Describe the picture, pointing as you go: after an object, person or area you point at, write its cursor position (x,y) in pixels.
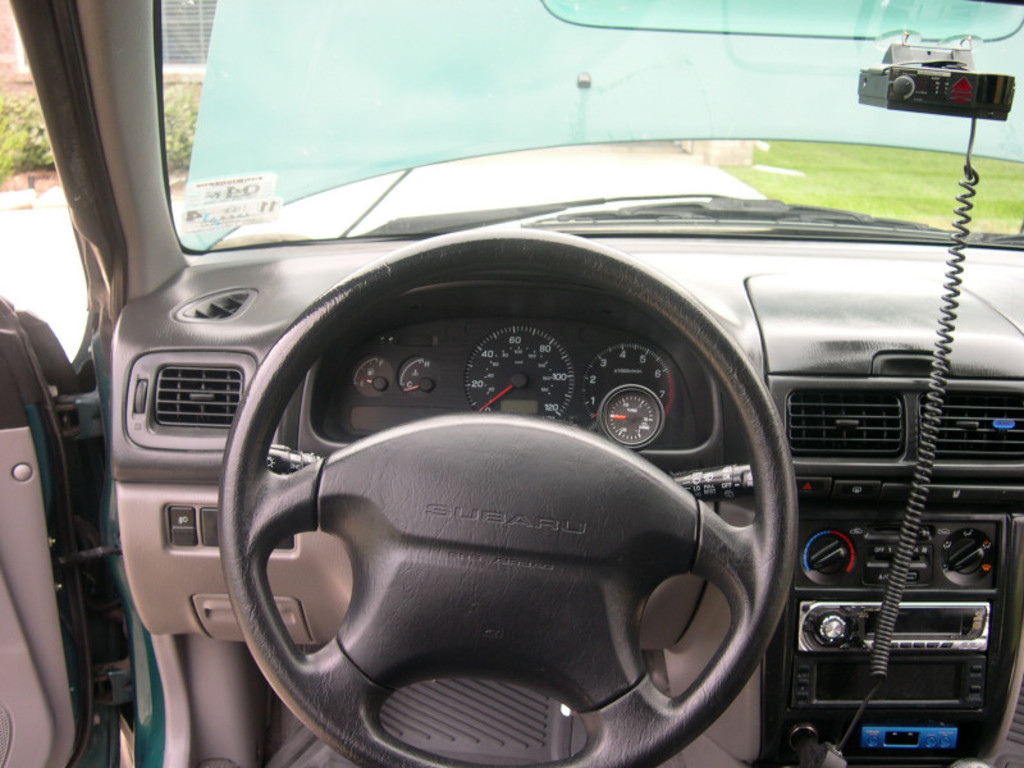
This picture is clicked inside the car (215,157). In the middle of the picture (519,345), we see a steering wheel (556,621) and dashboard (553,406). Beside that, we see a music player (936,636). We see a glass (538,102) from which we can see bonnet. On the left side (191,107), we see plants (30,149), window blind (166,43) and a building (18,79). On the right side (761,191), we see grass (749,176).
